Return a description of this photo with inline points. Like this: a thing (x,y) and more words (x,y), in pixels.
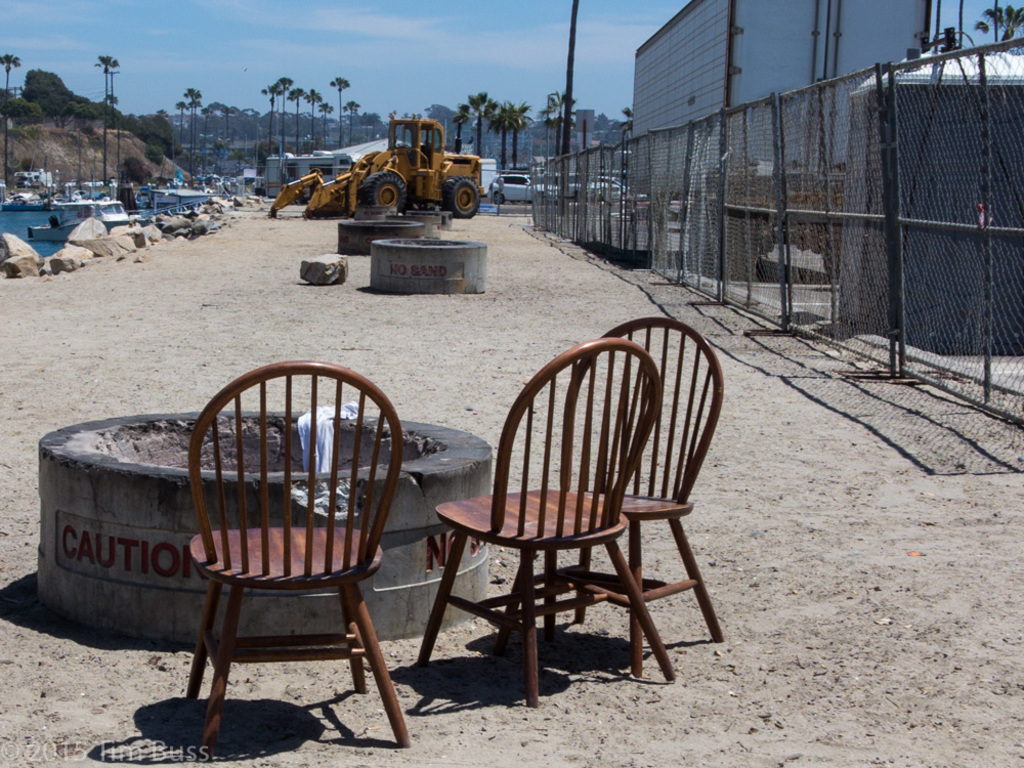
In this picture I can see concrete rings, there are chairs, there is fence (926,380), there are boats (42,198) on the water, there are vehicles (16,174), there are buildings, trees (240,123), and in the background (271,59) there is the sky (425,54).
